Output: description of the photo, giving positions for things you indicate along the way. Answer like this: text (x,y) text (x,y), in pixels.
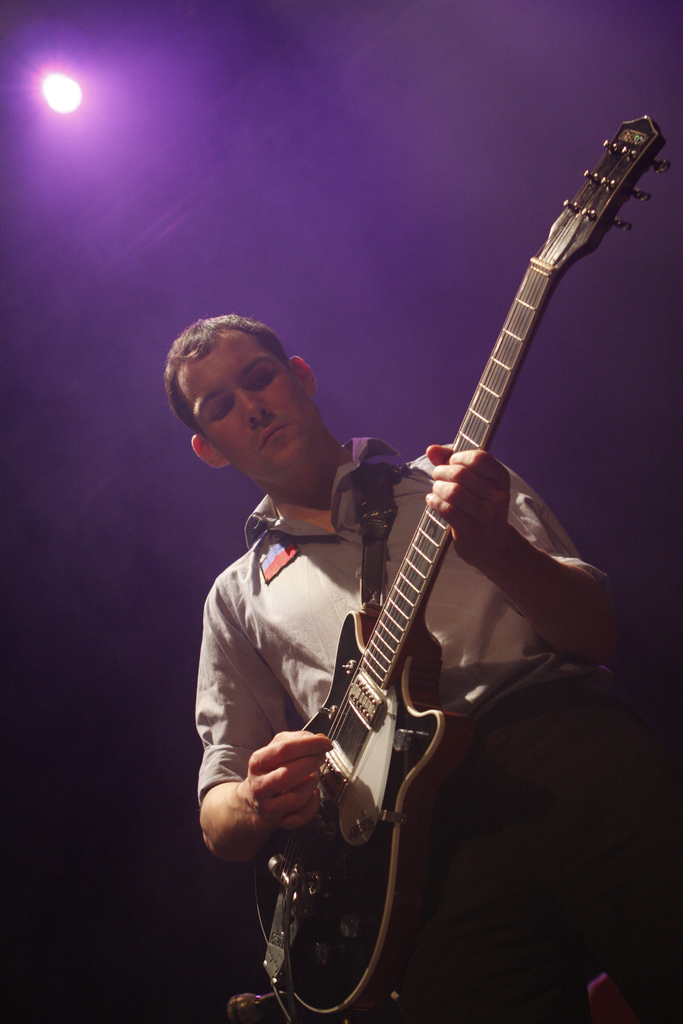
Here we can see a man (260,424) standing with a guitar (379,879) in his hand (516,546) he is playing the guitar (485,419) at the top left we can see a light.
